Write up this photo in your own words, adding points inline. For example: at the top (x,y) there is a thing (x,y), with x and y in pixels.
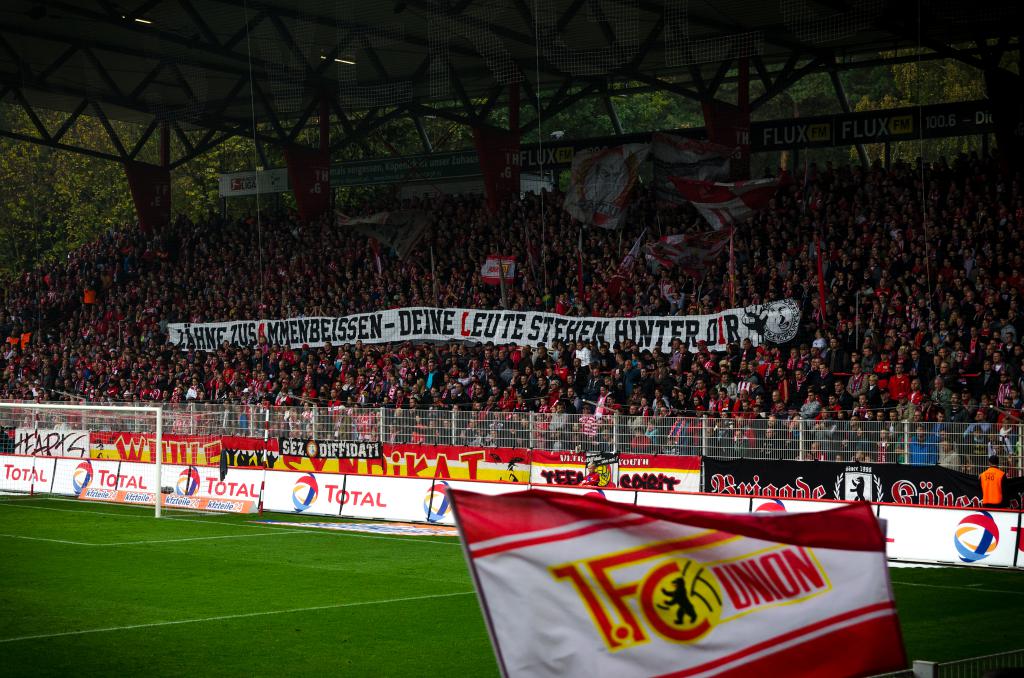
In this image I can see the ground (231,586). In the background (470,348), I can see some people (458,351). At the top (409,172) I can see a board (948,125) with some text (373,171) written on it.
